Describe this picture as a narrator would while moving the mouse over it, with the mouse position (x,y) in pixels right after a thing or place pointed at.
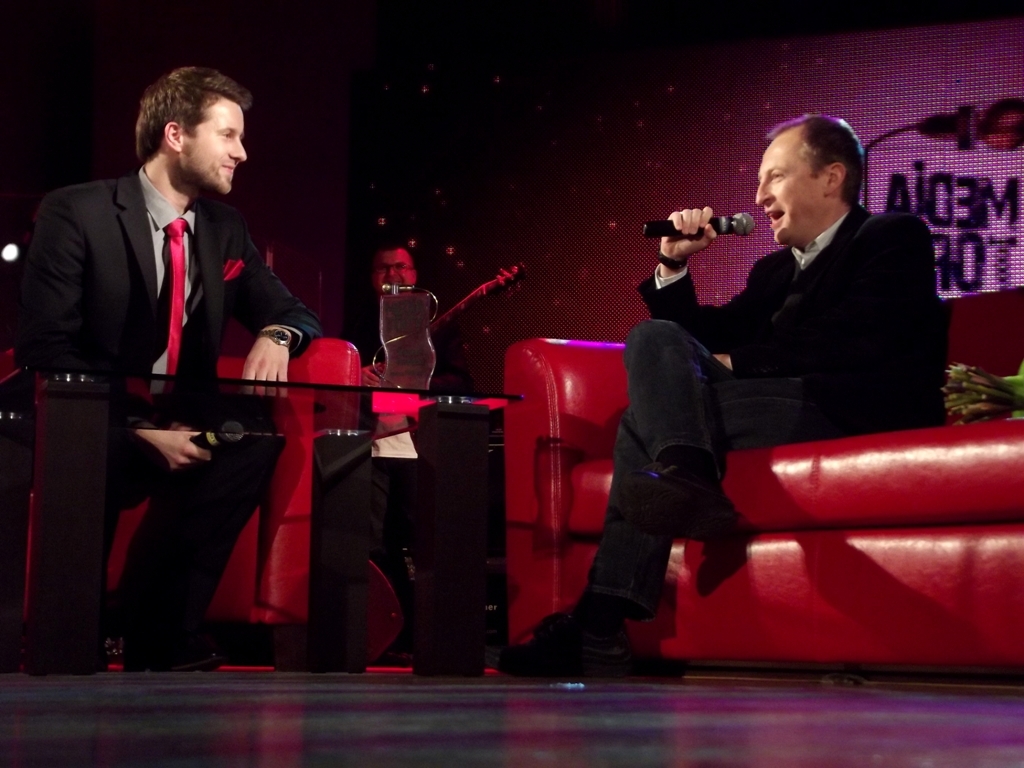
In this picture we can see few people (678,399), two people (262,489) are seated on the sofas (701,581), and they are holding microphones (241,428), in front of them we can see a shield (396,357) on the table (319,395).
